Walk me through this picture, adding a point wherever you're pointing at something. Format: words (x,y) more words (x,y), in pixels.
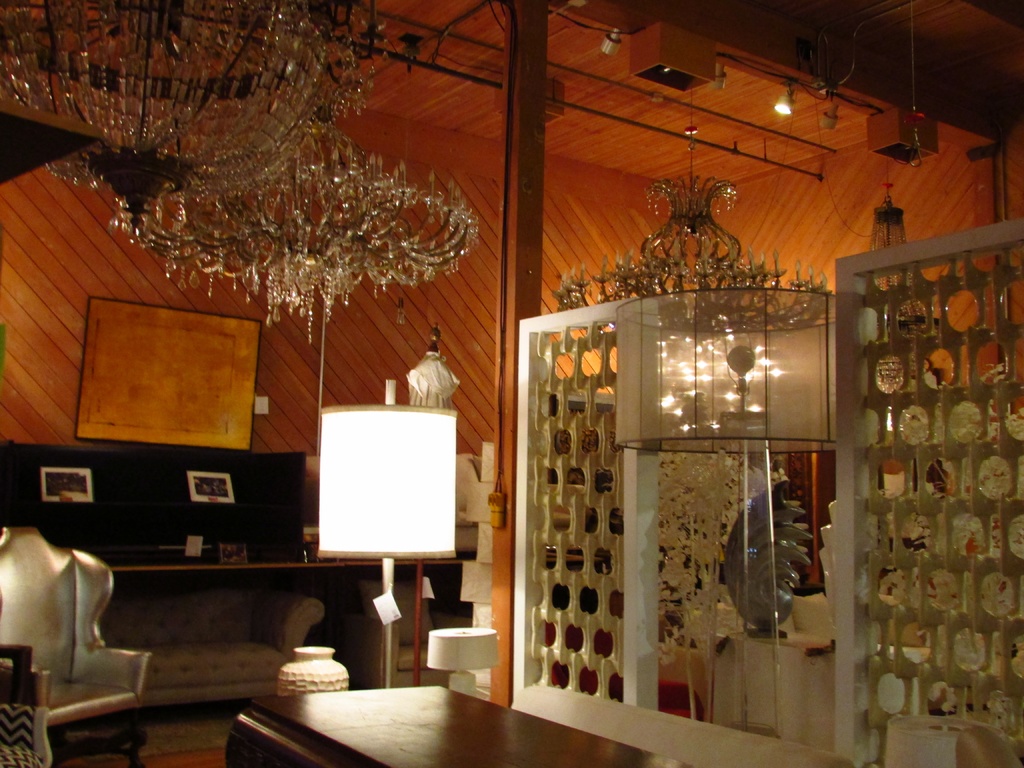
In this image in this room (530,471) some show pieces (549,459) are there like some show piece (211,486), lights (754,341) are there.
